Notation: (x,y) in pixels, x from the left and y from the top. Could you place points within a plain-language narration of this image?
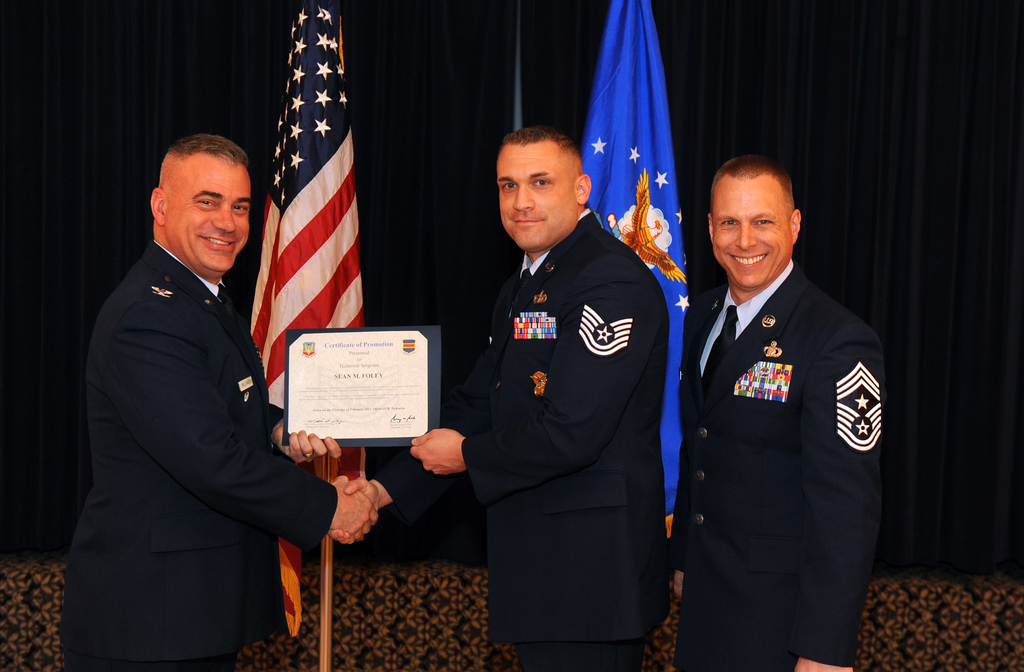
Here we can see three men (610,303) posing to a camera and they are smiling. They are holding a frame (431,375) with their hands (430,463). In the background (578,129) we can see flags (629,67) and curtains (90,95).
